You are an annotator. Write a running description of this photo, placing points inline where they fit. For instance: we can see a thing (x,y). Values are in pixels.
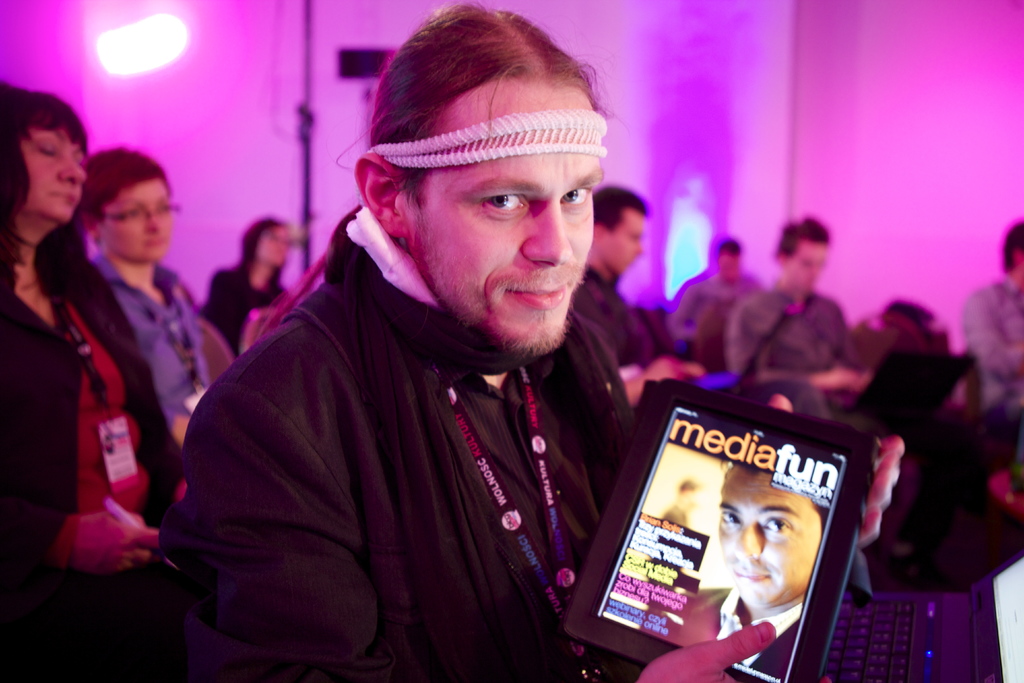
In this image we can see a person (471,640) holding a tab (662,477), behind there are a few people (151,274) sitting in the room (860,285) and few lights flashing on the walls (863,272).
